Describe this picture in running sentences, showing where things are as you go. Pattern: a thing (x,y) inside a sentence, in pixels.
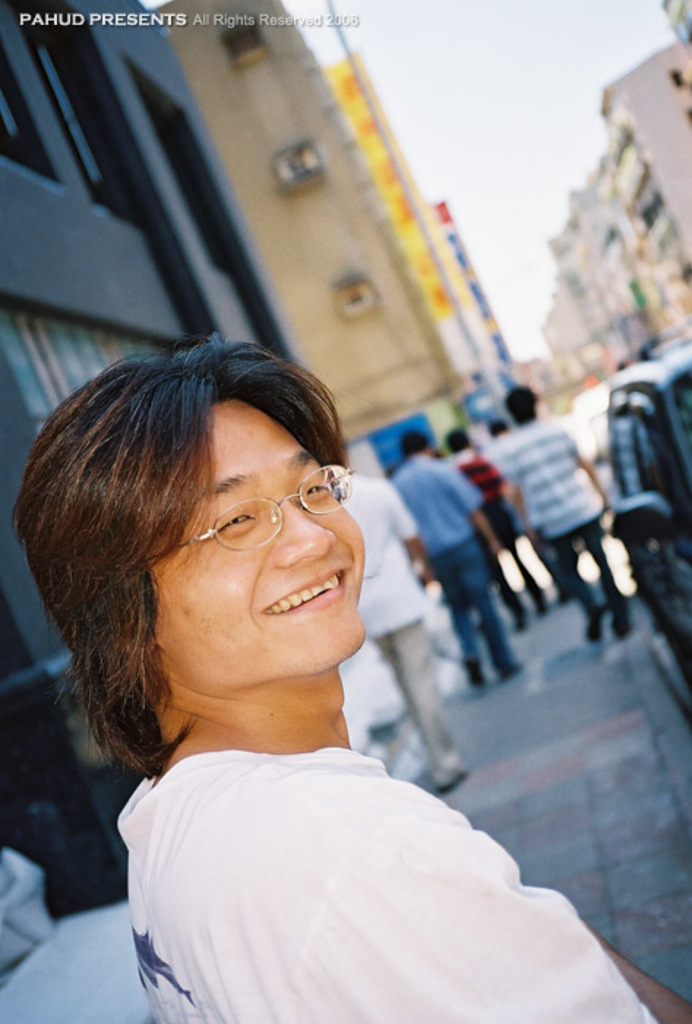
In this image we can see a person (177,565) wearing spectacles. On the backside (413,555) we can see a group of people (489,584) standing on the footpath (536,632), a car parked aside, some buildings (550,361), pole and the sky (536,94).
